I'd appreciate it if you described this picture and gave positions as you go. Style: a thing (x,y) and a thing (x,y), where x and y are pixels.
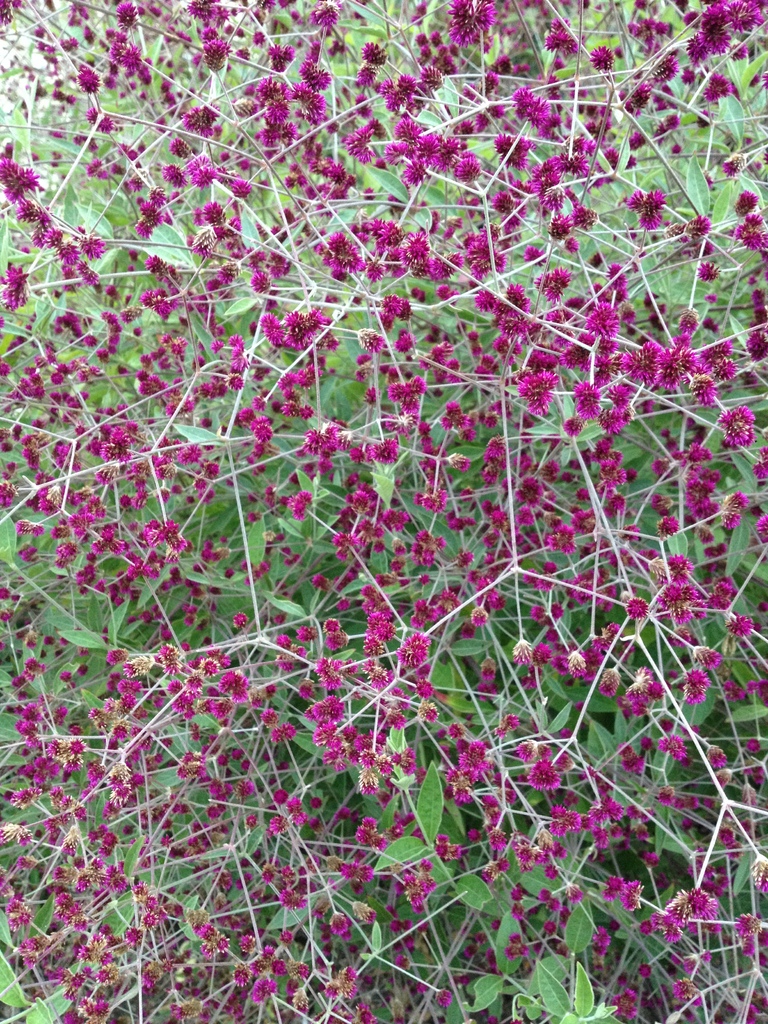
Here I can see few plants (218,391) along with the flowers (191,679) which are in pink color. I can see the leaves (59,615) in green color.
